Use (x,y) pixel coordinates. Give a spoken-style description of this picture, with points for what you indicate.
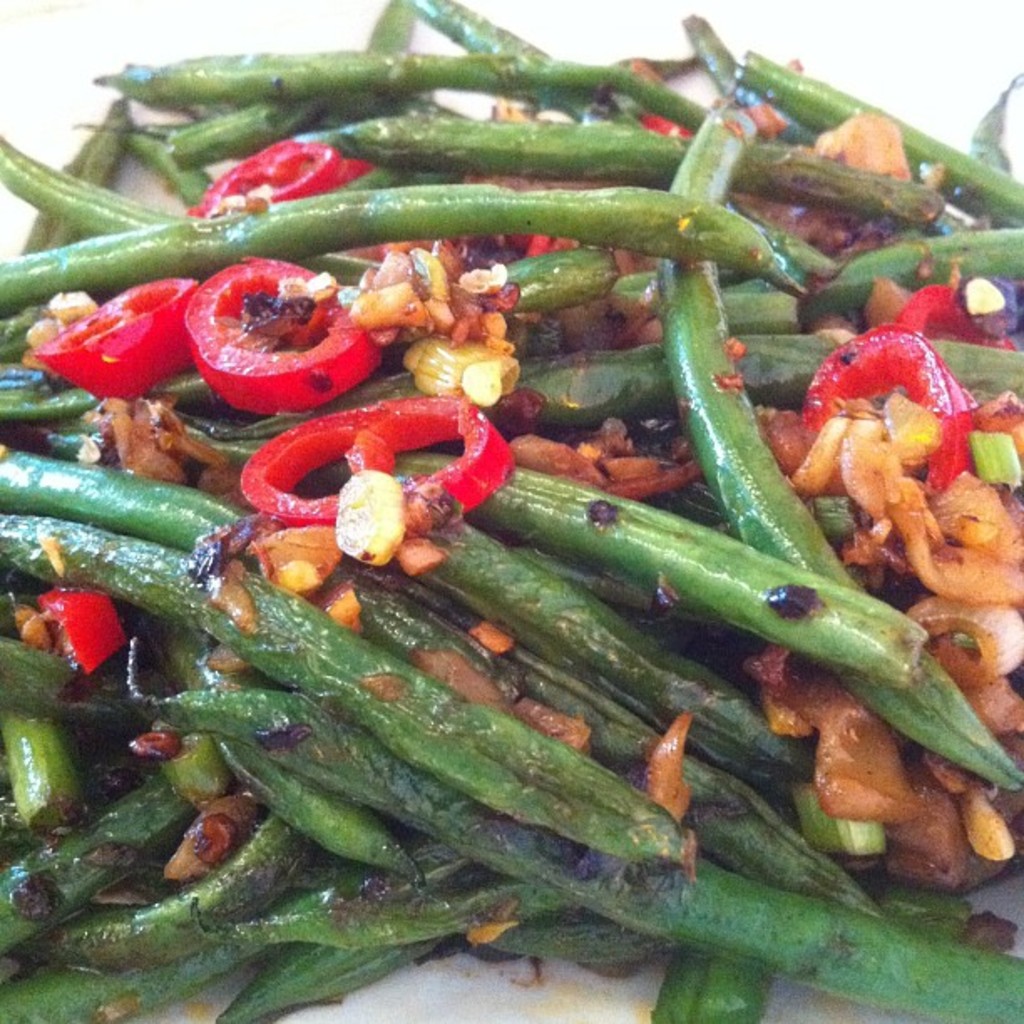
On this white surface (172,25) we can see fried veggies (638,798).
